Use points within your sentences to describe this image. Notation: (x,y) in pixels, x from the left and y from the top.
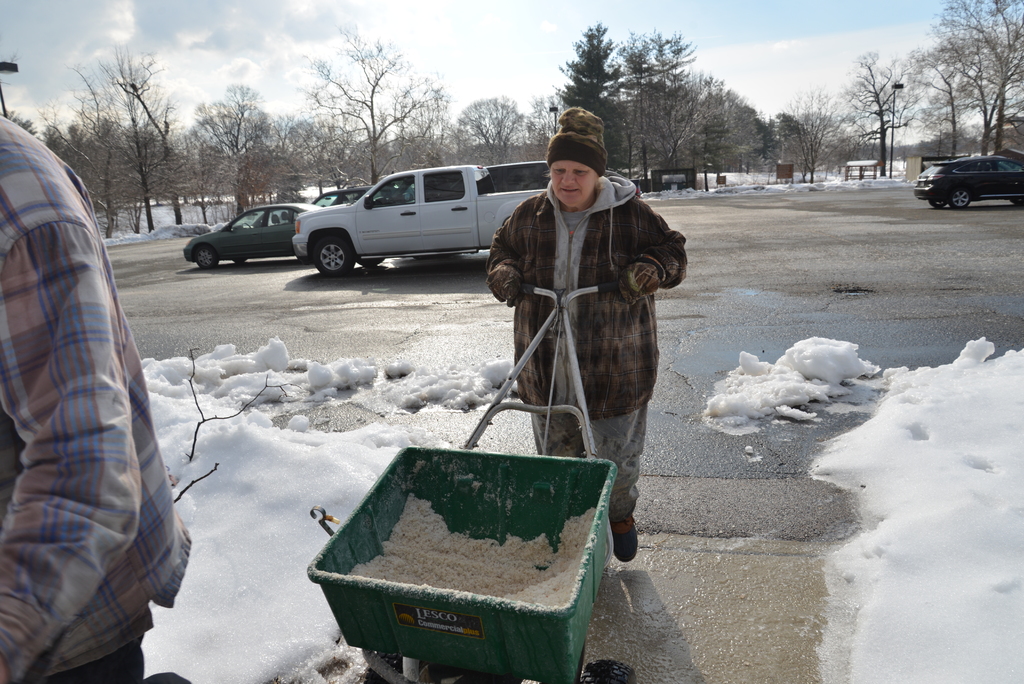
In this image we can see a person (511,279) pushing a cart (509,465). Behind the person (530,268) we can see a group of trees (374,172), vehicles (415,169) and snow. At the top (423,45) we can see the sky (420,63). On the left side (117,388), we can see a person (86,581). At the bottom (260,661) we can see the snow (325,604).
